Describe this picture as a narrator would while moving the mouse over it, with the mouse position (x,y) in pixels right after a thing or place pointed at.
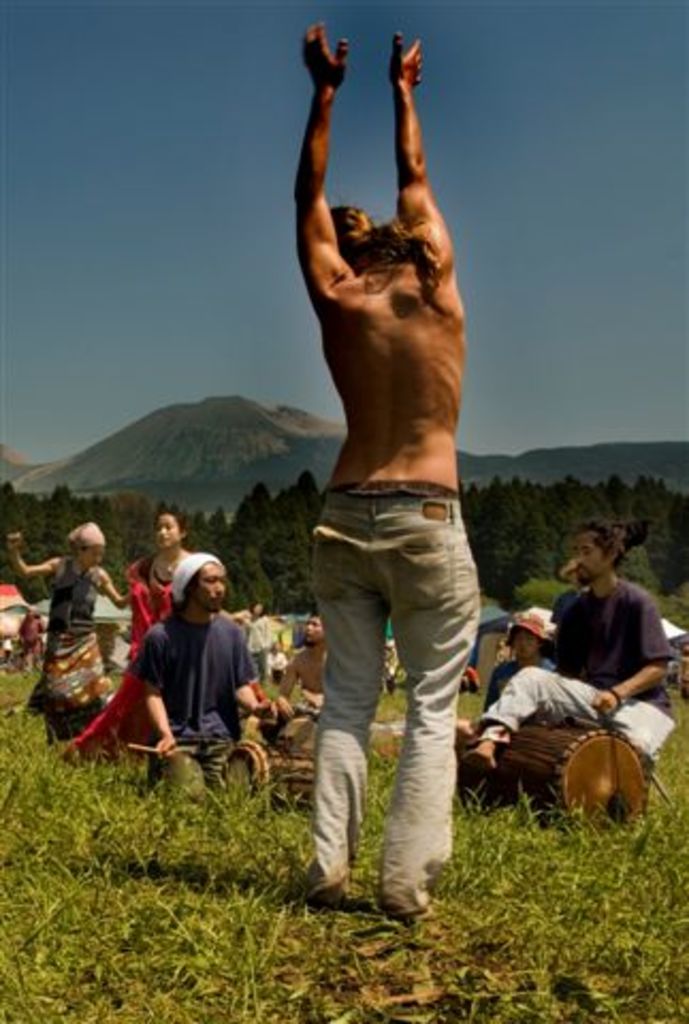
In this picture there is a man (389,913) who is standing in the center of the image (436,467), by raising his hands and there are people (320,624) those who are sitting on the grass floor (38,783) in front of the man (340,624) and there are trees (23,505) and tents (302,616) in the background area of the image (18,497).
